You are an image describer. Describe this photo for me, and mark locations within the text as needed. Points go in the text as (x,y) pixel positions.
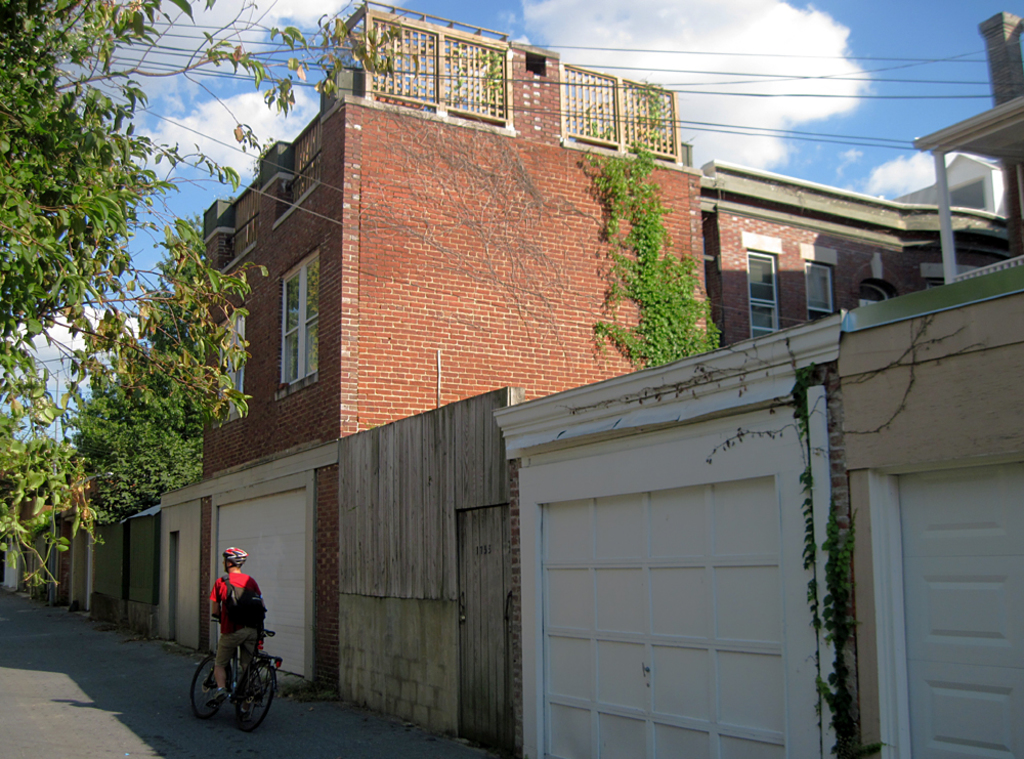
In this picture we can see buildings (818,205) with windows (814,273), trees (79,509) and a man (255,635) wore a helmet (243,554), bicycle (247,665) on the road (120,651), wires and in the background (905,21) we can see the sky (924,25) with clouds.
